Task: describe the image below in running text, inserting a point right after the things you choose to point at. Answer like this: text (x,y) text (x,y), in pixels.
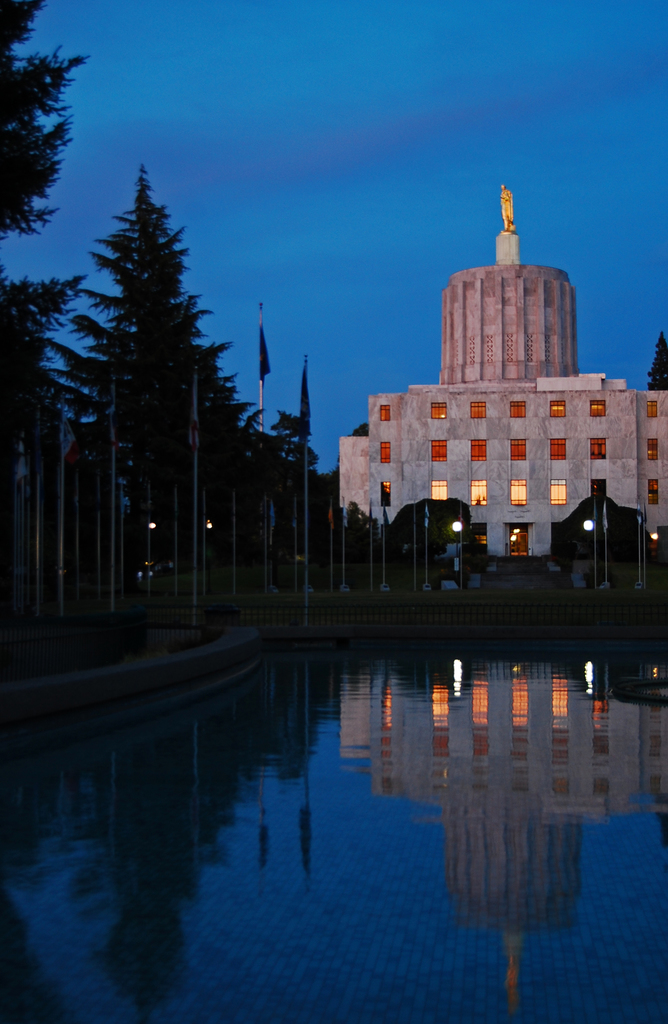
In this image we can see a building (486,509), there are some trees (321,478), windows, poles (209,558), flags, water (255,808) and lights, in the background (383,91) we can see the sky (563,136).
